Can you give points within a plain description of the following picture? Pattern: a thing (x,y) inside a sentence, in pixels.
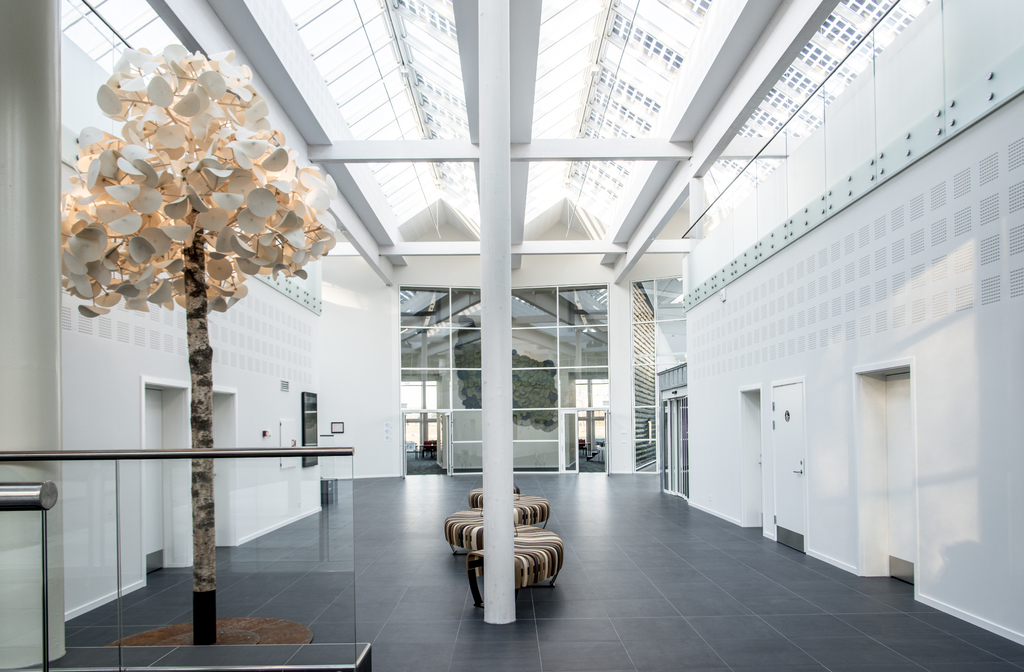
In this image we can see floor (476,487), sofa set (525,513), poles (486,539), doors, walls (340,387) and mirror (317,430).
